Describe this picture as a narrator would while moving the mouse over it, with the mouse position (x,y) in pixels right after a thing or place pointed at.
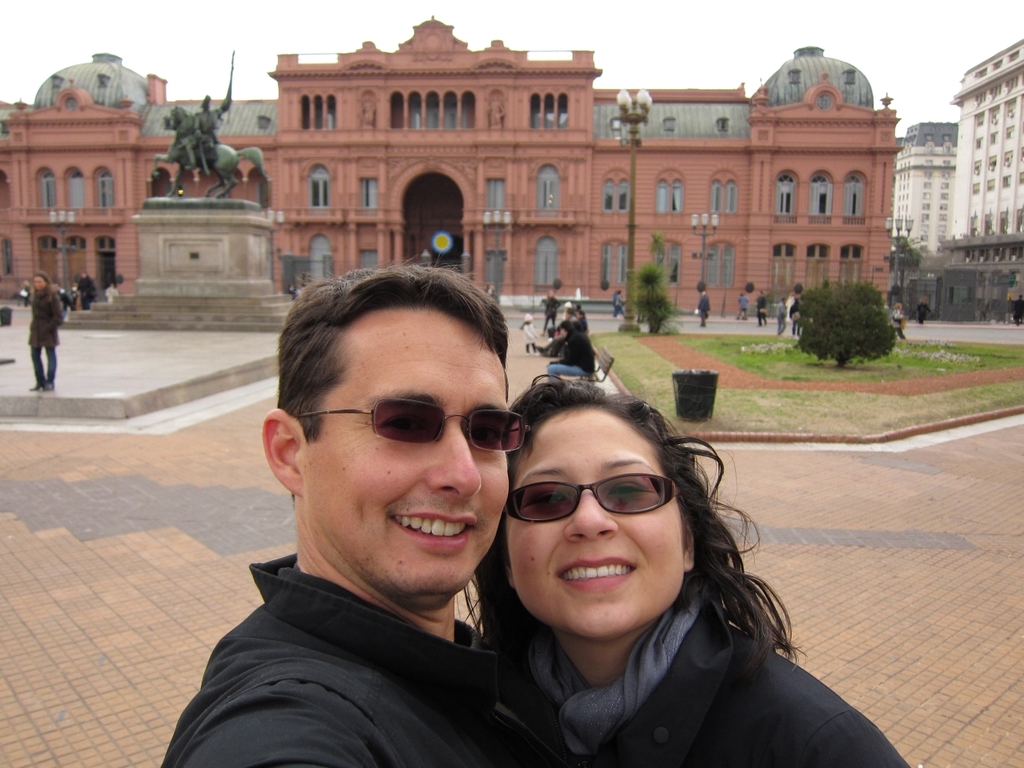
In this image we can see a man (422,294) and a woman (551,418) wearing spectacles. We can also see some people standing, and some trees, grass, a statue (221,254), street pole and some buildings (602,254) with windows (552,273). On the backside (606,12) we can see the sky (620,8) which looks cloudy.
